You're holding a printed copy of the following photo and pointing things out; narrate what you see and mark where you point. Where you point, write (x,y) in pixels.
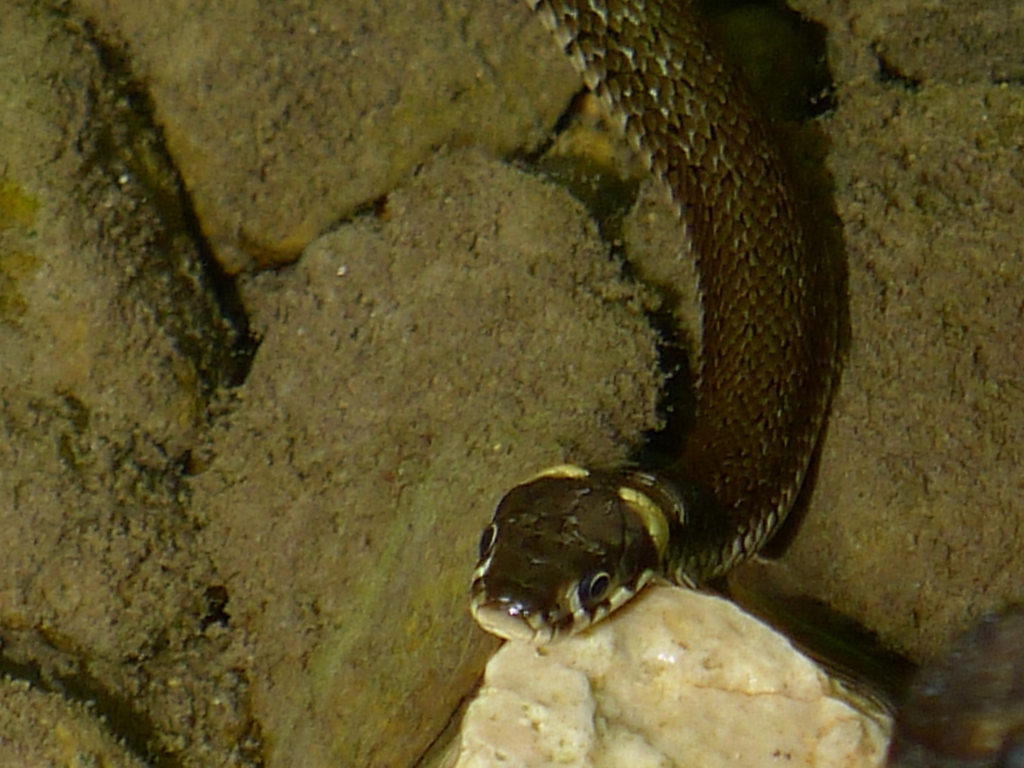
On the right side (741,105), there is a snake (754,518) on stones (821,151). On some of them, there is moss (508,13). On the left side (197,236), there are other stones (312,216), on which there is moss (258,520).
